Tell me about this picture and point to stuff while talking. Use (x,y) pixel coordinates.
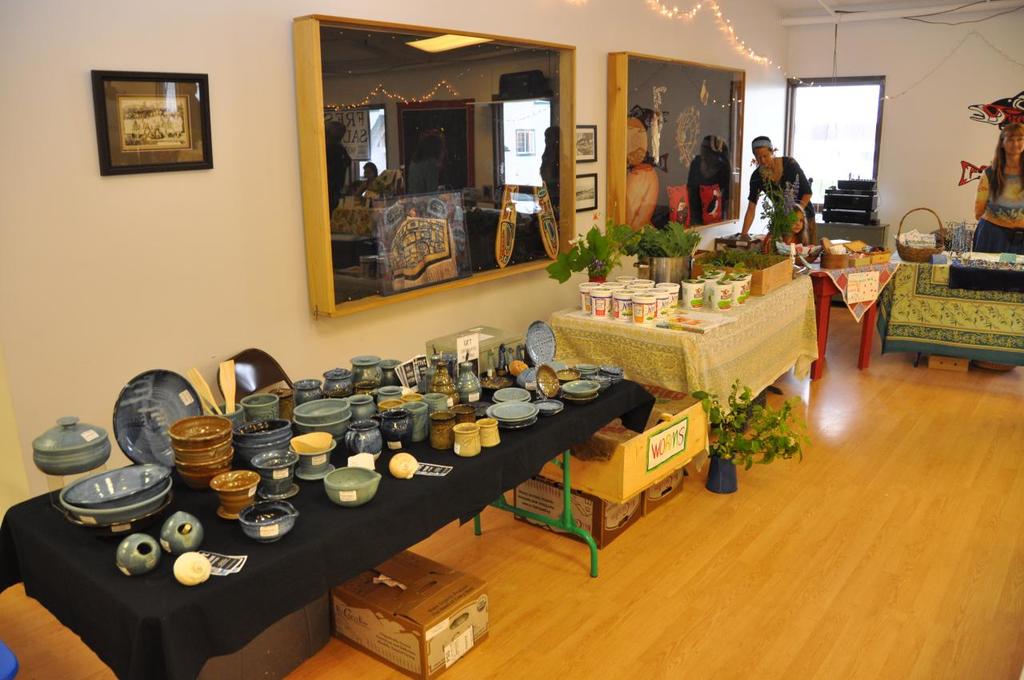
In this image I can see few tables (701,363) and few stuffs (467,392) on it. I can also see few people (743,236), plants (657,239), boxes (633,465) and a frame (110,120) on the wall (51,186).
